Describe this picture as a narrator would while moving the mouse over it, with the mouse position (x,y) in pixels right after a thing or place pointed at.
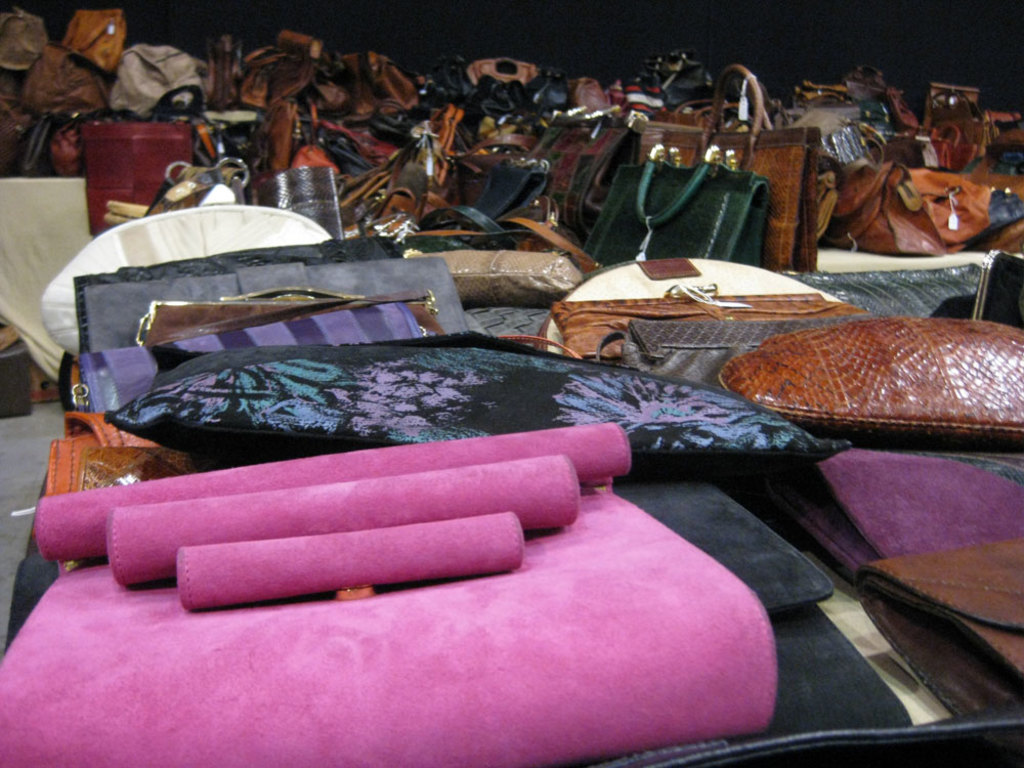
This image consists of many bags (800,252) and purses (840,436) kept in a room (132,23). At the bottom (10,575), there is a floor (11,464).
